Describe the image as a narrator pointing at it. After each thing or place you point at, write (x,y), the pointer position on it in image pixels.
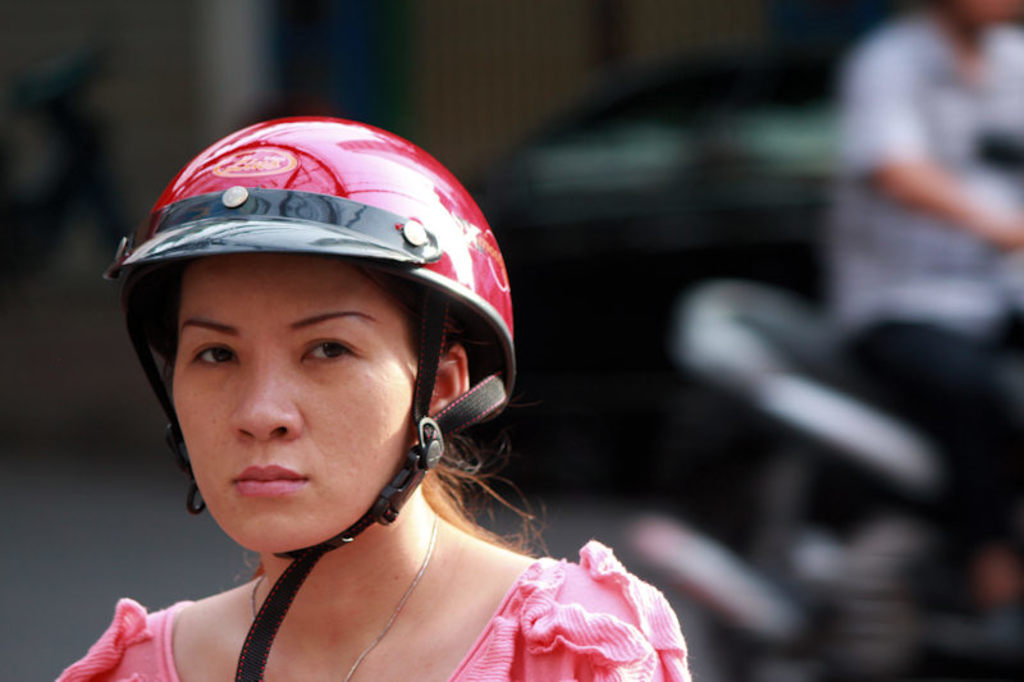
In this picture I can see a woman (325,308) with a helmet (429,386), there is a person (848,330) riding a vehicle (786,456), and there is blur background (621,105).
